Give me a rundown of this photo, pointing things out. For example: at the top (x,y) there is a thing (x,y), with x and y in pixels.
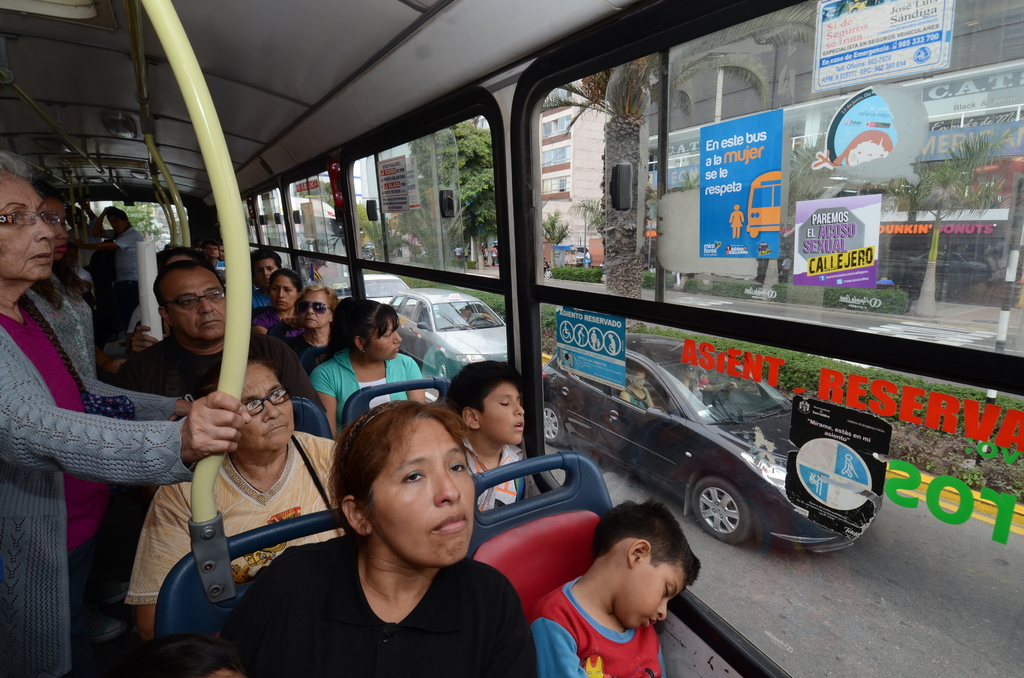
Group of people (250,410) sitting in the bus (182,108). These two persons (88,486) are standing. We can see glass window (707,223) from this glass window (786,497) we can see vehicles (779,509) on the road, buildings (989,162), tree (945,180), plant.
